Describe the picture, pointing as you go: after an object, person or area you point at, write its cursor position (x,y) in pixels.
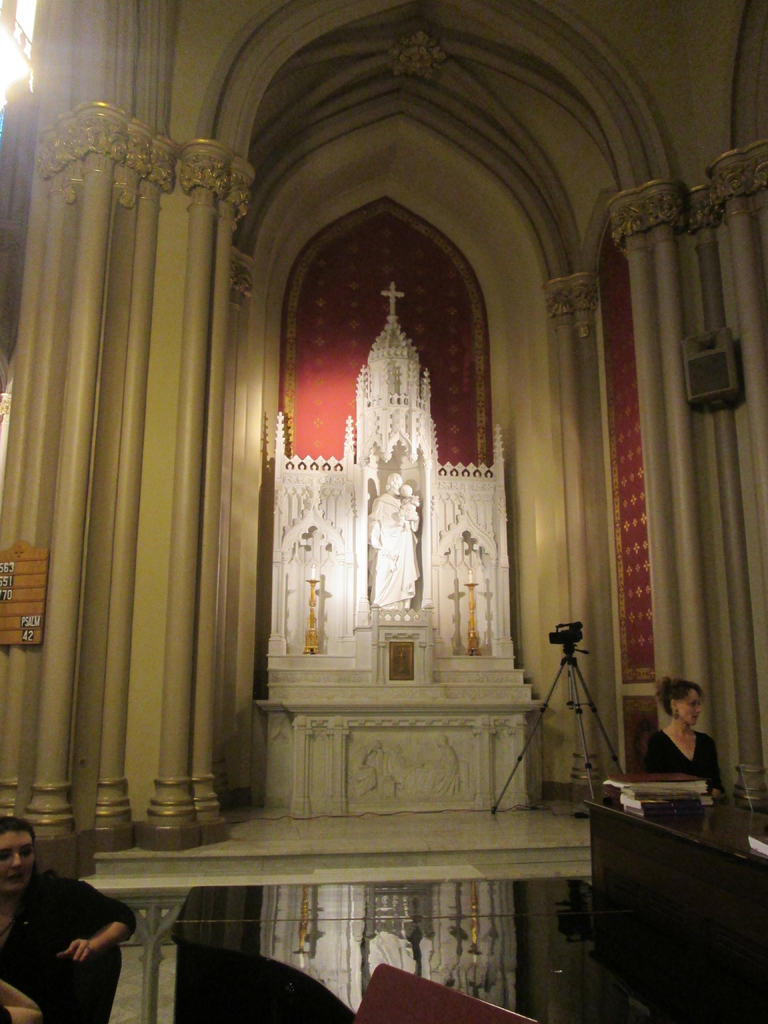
In this image, we can see a woman (671,734) is there at the desk (687,863) on the right side (677,869). Few items (679,812) are placed on it. In the left side (96,946), a woman (71,934) is sat on the chair (82,1002). In the middle (262,676), we can see some arch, pillars (207,559), walls (147,510). And left side (17,592), there is a board (11,605). In the middle of the image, we can see a table (440,939).
